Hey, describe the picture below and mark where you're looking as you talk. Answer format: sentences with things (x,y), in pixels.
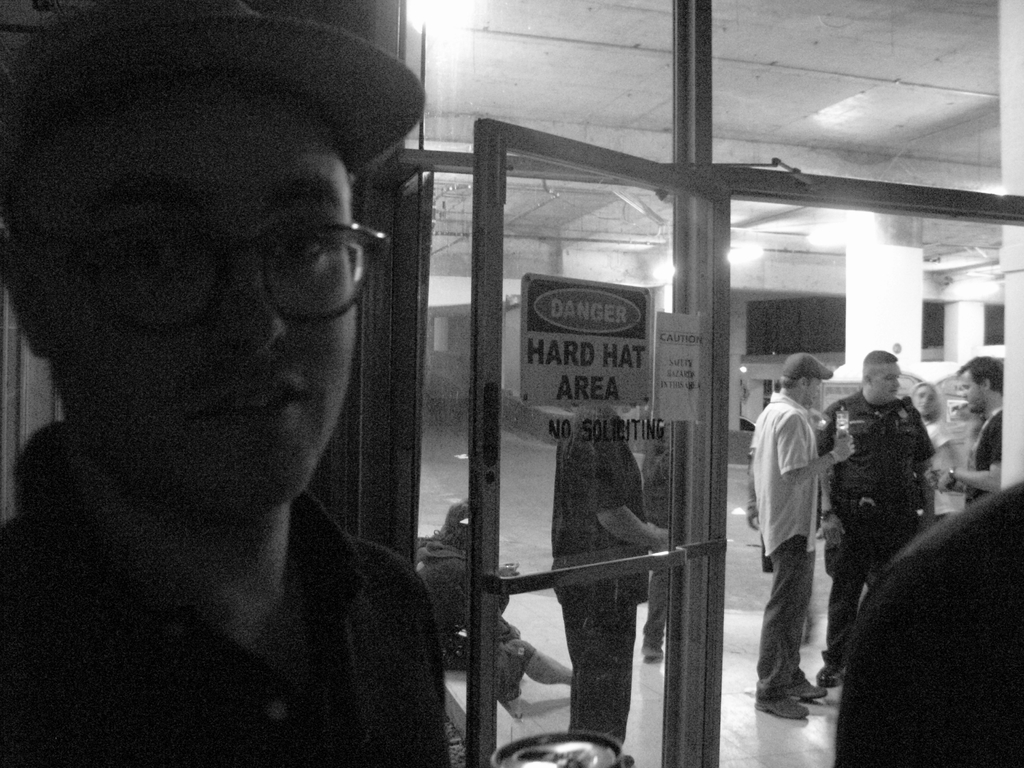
In this image, we can see a boy (266,454) standing, he is wearing specs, there are some people (865,443) standing and we can see some lights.
